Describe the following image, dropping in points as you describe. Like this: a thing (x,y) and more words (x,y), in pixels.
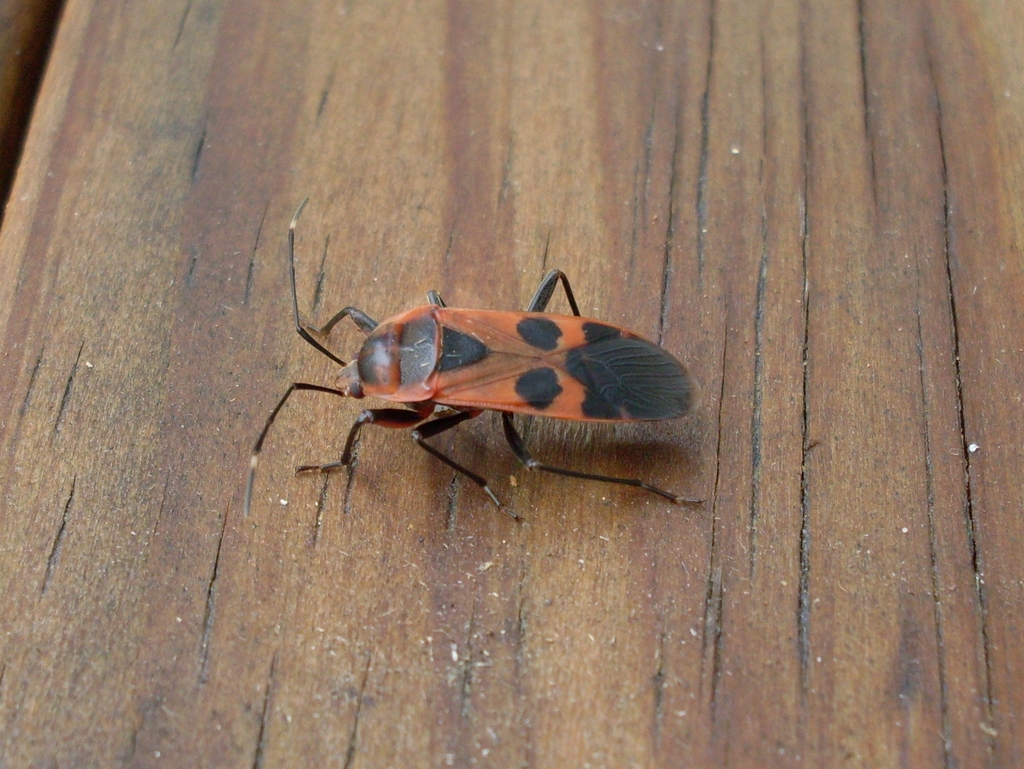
In this image there is an insect (393,385) on a wooden surface (436,538).
